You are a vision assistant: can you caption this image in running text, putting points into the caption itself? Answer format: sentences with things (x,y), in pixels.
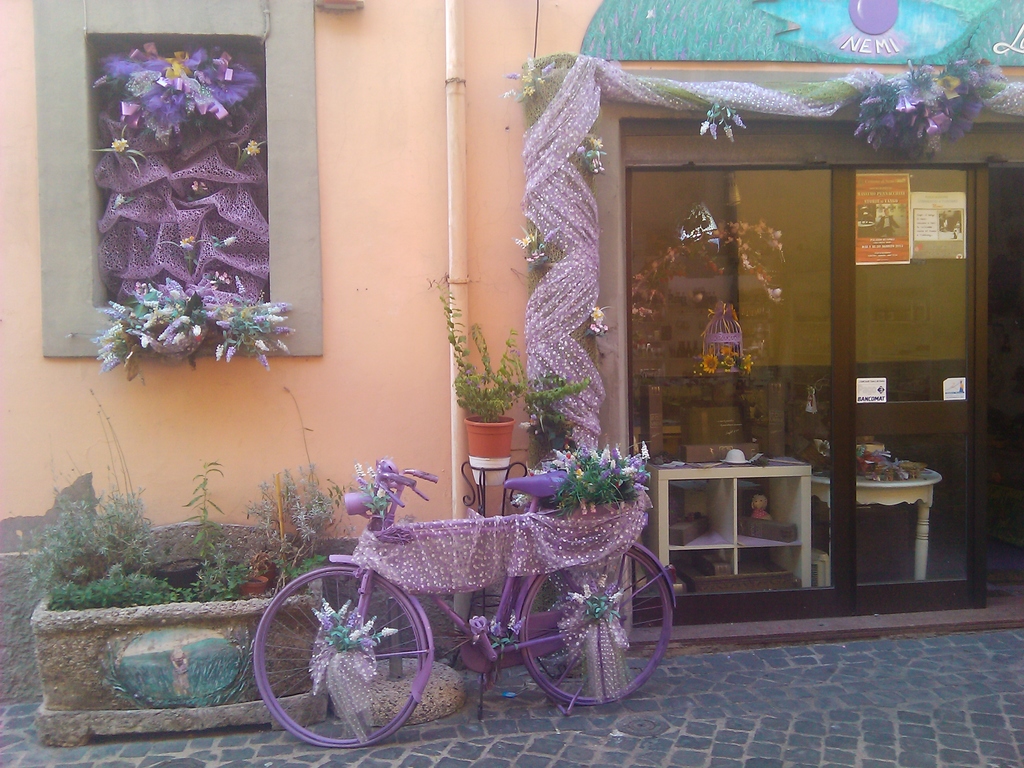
In this Image I see a cycle (409,479) and there is lot of decoration (629,490) on it and it is purple in color. In the background (267,569) I see plants (293,524), decoration (265,329) over here too and there is a shop (666,255) over here and I see a pipe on the wall (6,33).
